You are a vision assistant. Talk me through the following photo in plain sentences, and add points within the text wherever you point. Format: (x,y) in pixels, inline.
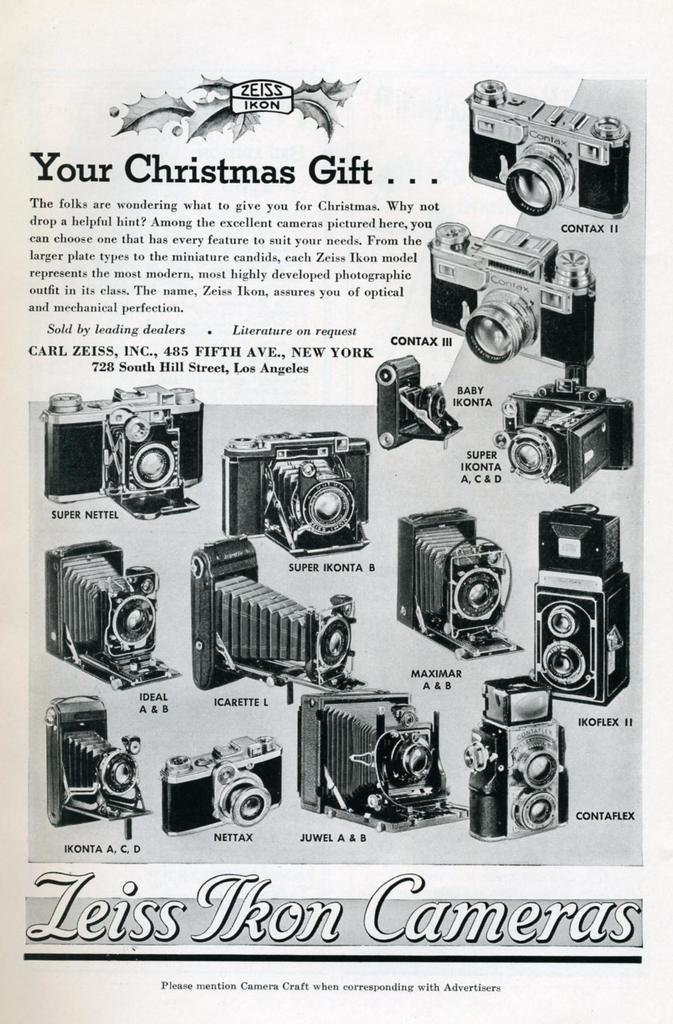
In the picture I can see few cameras (516,413) which are of different types and there is something written above and below it.
